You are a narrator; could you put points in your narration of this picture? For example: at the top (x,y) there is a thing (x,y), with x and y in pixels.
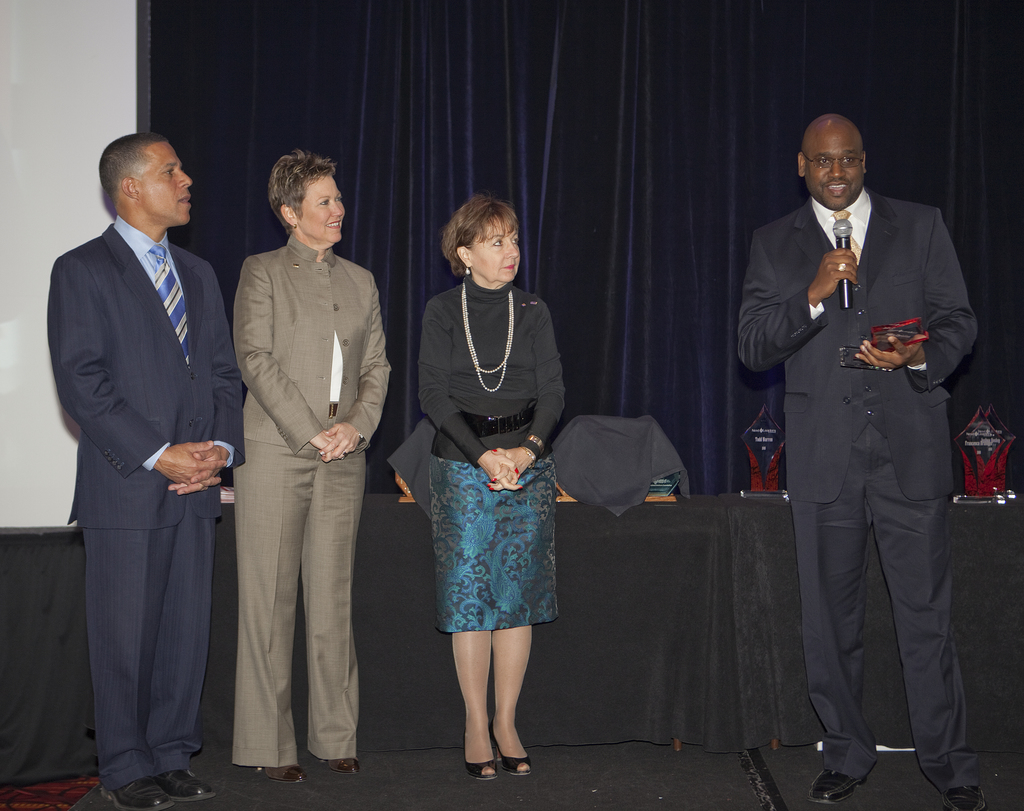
In this image we can see four people (822,419). A man (801,292) speaking into a microphone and holding some object (881,335). There is a curtain (602,140) behind the people (897,422). There is a table (707,567) and few objects (987,478) placed on it.
